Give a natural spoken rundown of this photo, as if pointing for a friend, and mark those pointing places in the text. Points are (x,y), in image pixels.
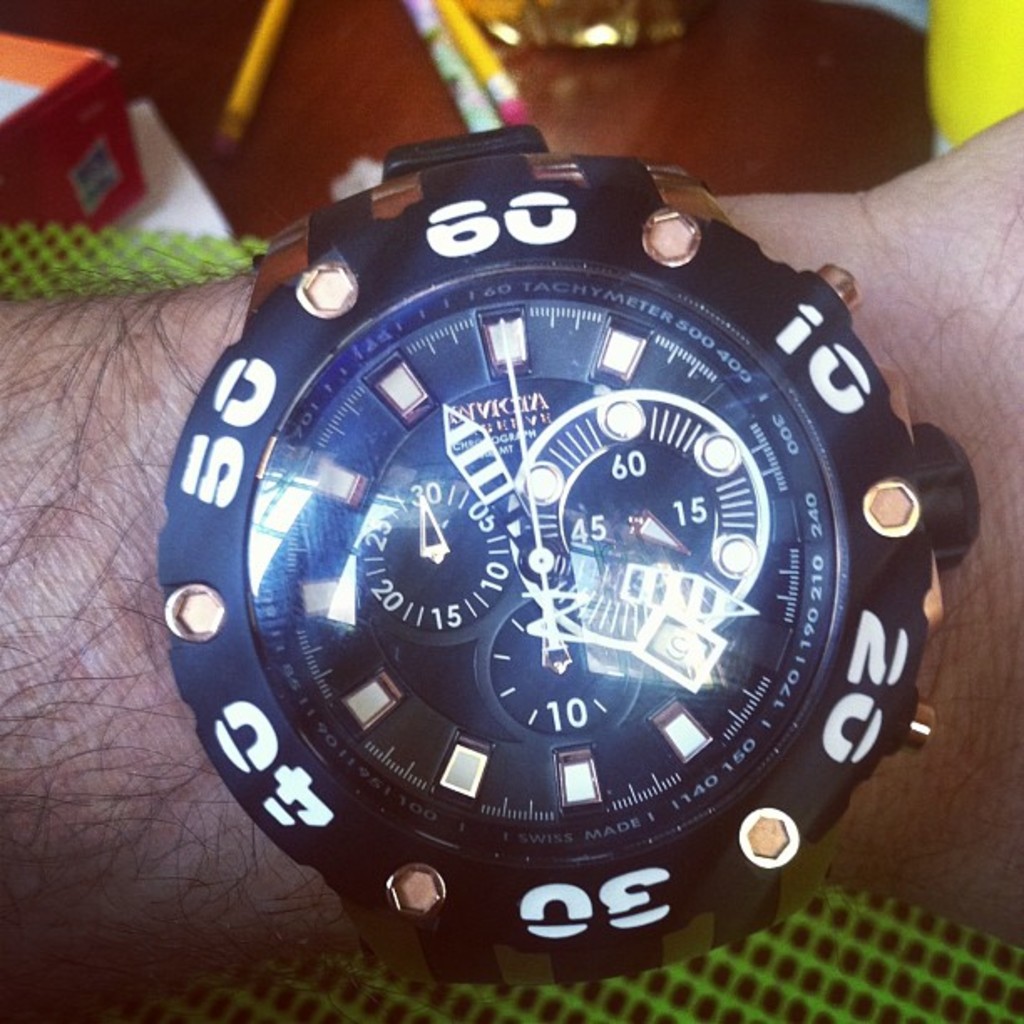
In this image, I can see a wrist watch (647,372) to a person's hand (943,287). I think these are the pencils (497,84) and few other objects (615,32) are placed on the wooden table (772,87).
